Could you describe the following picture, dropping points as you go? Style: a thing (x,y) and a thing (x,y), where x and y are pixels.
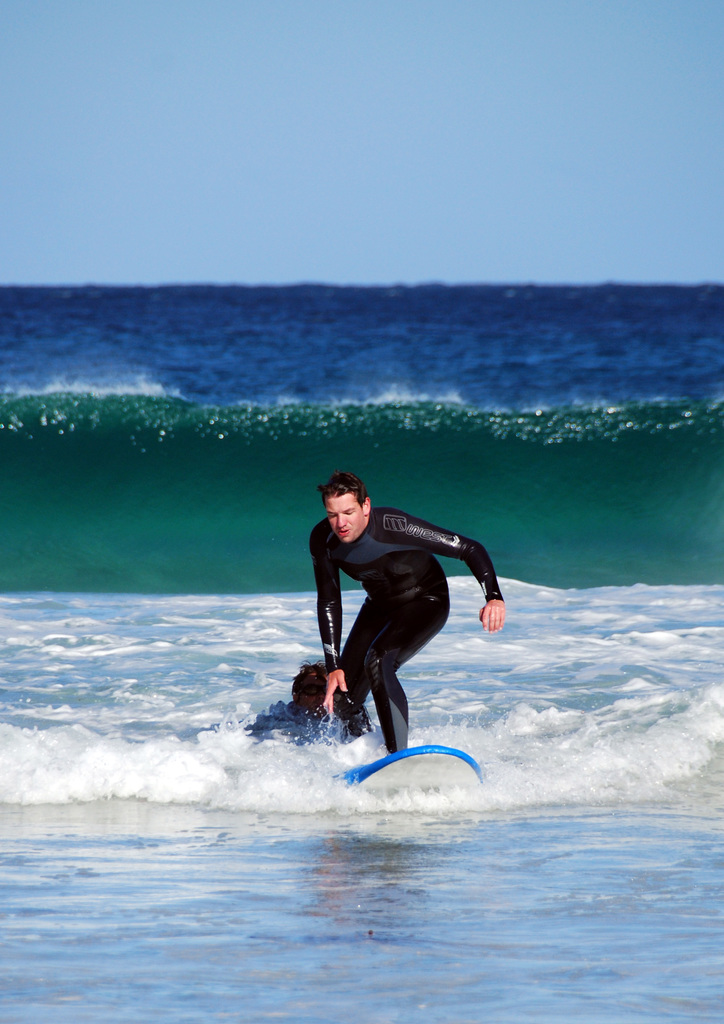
The man (376,573) in black wetsuit (348,663) is surfing on the water (320,763). In the background (429,444), we see water (382,466) and this water (193,509) might be in the sea (591,518) or in the ocean (67,369).
